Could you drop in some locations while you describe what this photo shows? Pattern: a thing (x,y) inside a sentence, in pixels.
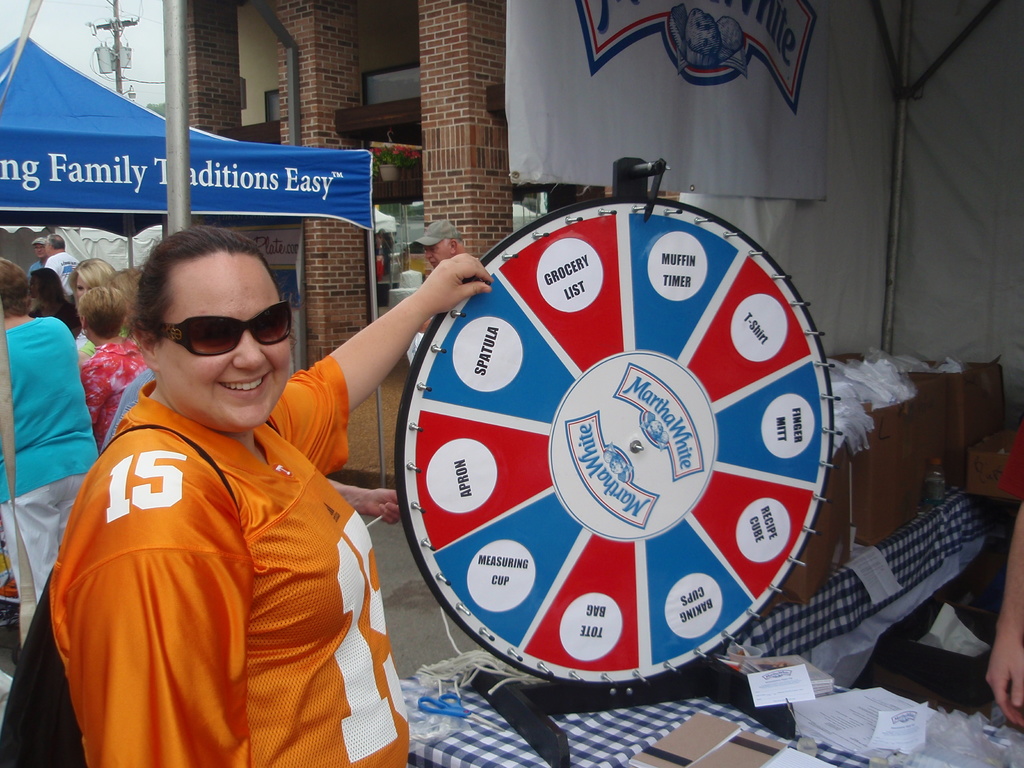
In this image there is a building (384,127), in front of the building (493,245) there are stalls (86,159) and there are few people (109,409) in front of the stalls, in the foreground of the image (290,528) there is a lady (259,522) standing with a smile on her face (233,385) and she placed her hand (487,289) on the wheel (604,339), on which there are some text (579,288) and image (574,453), beside the wheel (527,538) there are few more objects (689,728) on the table (639,729), which is in the stall (930,347) and in this image there is a utility pole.
